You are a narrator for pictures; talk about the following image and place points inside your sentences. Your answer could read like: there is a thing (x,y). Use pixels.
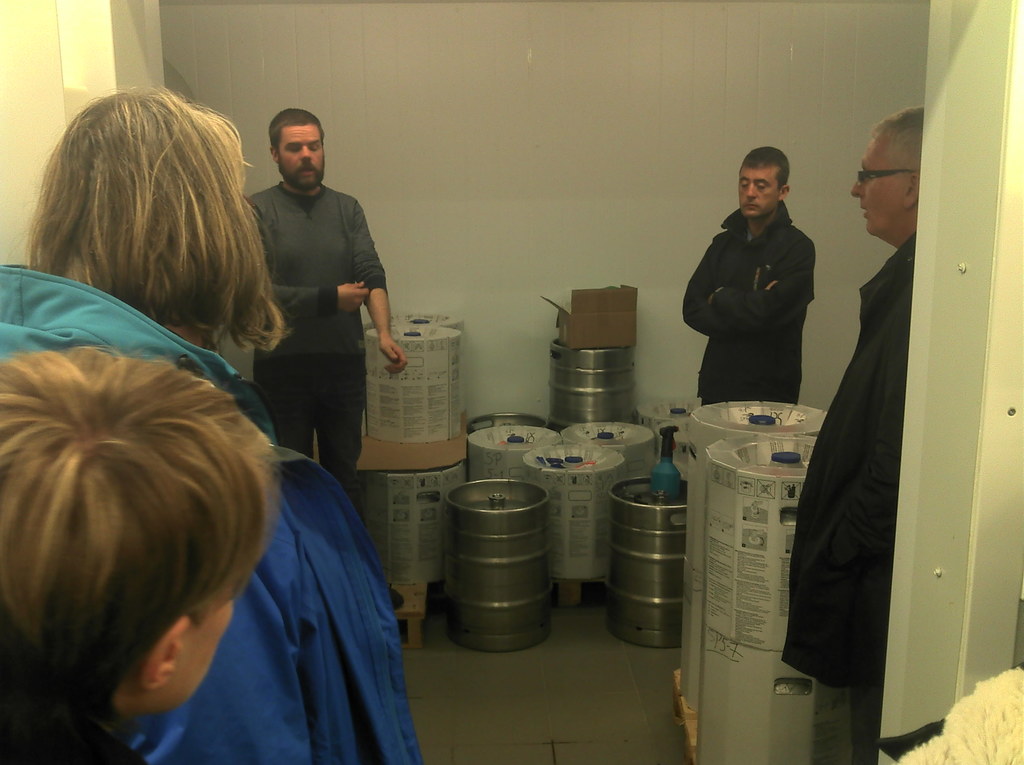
In this image there are group of persons (290,540) standing and in the center (587,486) there are objects (572,454).
